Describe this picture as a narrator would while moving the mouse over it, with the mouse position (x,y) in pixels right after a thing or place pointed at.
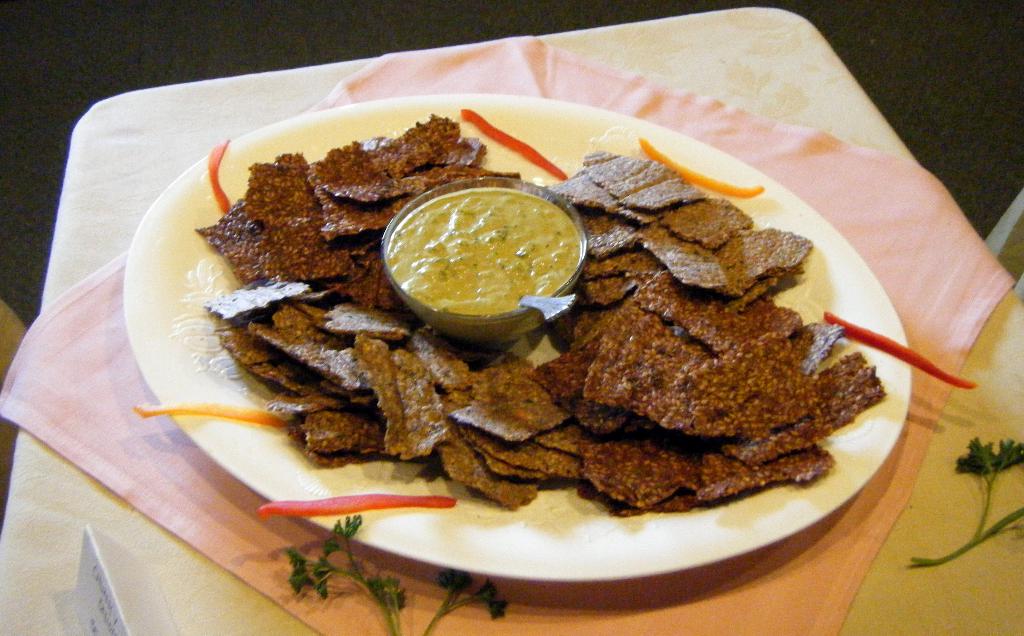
In this image we can see snacks (595,219), sauce (486,254) and spoon (541,303) in the plate (777,298), which are placed on the table (735,74).
